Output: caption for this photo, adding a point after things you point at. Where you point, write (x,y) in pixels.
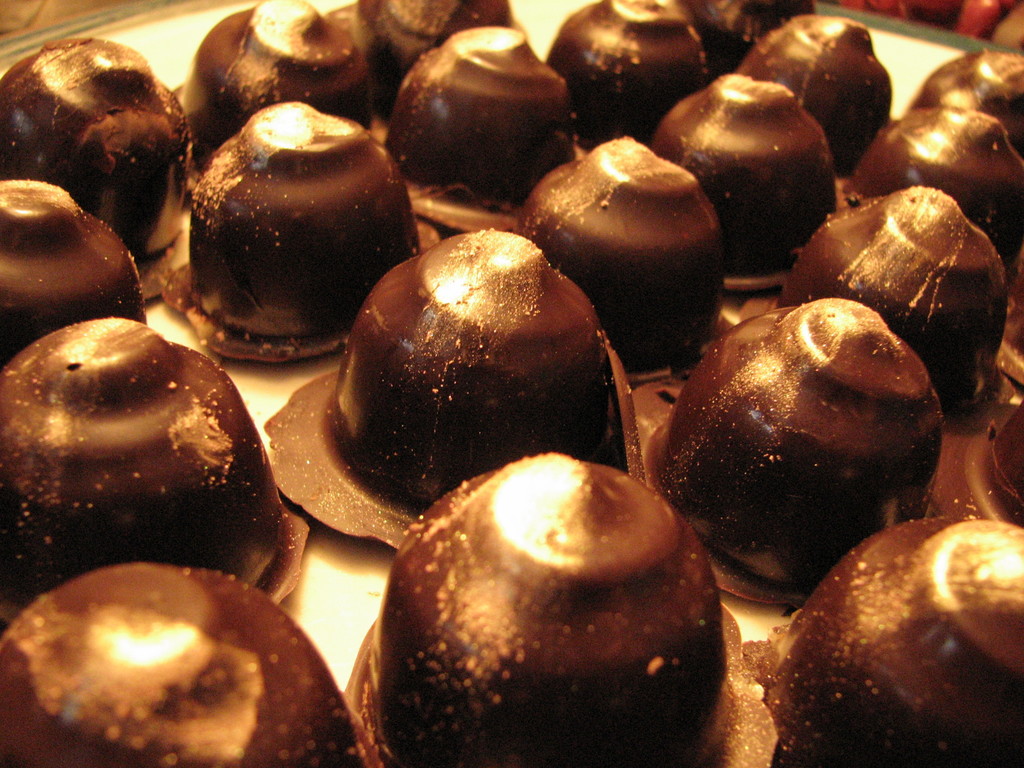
In this picture we can see food items (103,211) on the platform (333,604).
